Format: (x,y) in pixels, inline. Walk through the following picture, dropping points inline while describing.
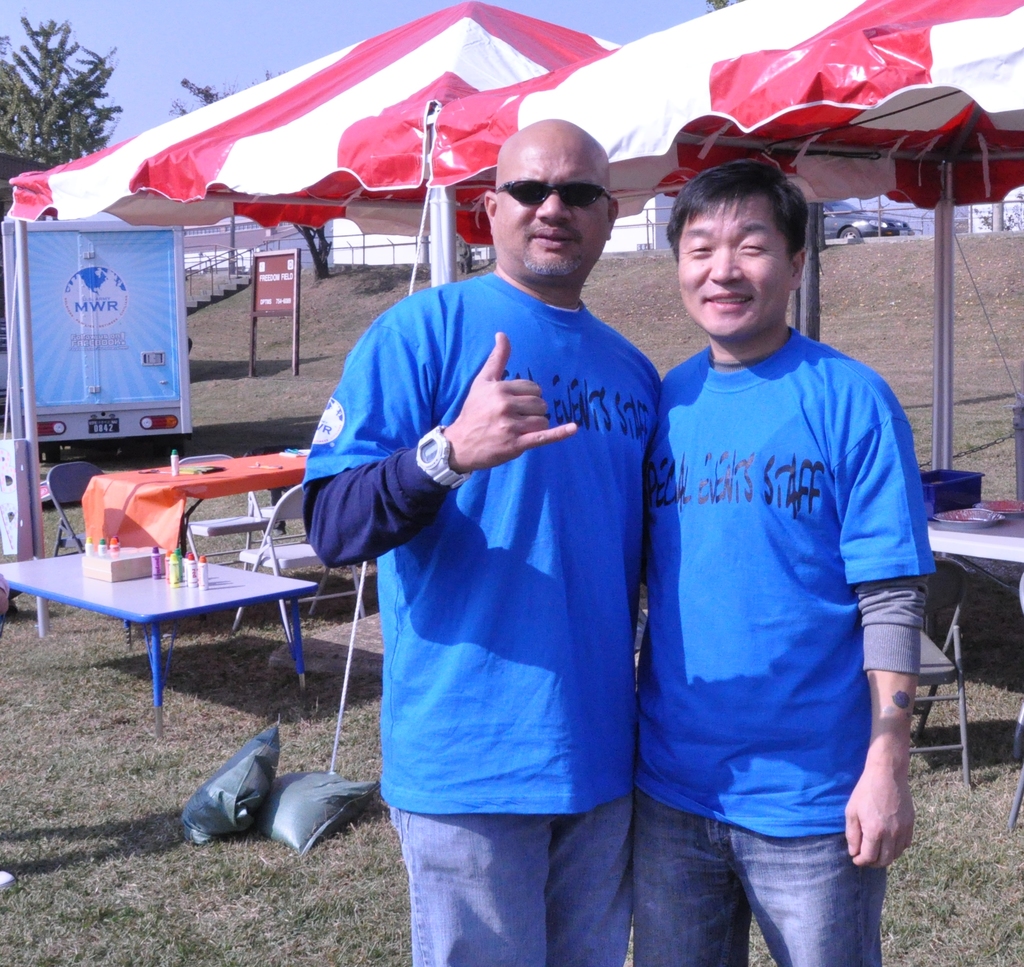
This picture is clicked outside the city. Man (654,689) on the right corner of the picture (748,467) wearing blue t-shirt (747,651) and blue jeans (735,836) is laughing. Beside him, we see men (535,581) in blue t-shirt (475,576) is wearing watch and also goggles (602,193). Behind him, we see table (244,484) with orange cover (135,500) on it and beside that, we see table (136,584) on which glue sticks (178,564) are placed and behind that, we see a vehicle (73,370) on which 'MWR' is written on it. In the right top of the picture (853,30), we see a tent (870,45) which is in white and red color. Behind that, we see car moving on the road (896,239) and on the left corner of the picture (71,114), we see a tree (78,155).
